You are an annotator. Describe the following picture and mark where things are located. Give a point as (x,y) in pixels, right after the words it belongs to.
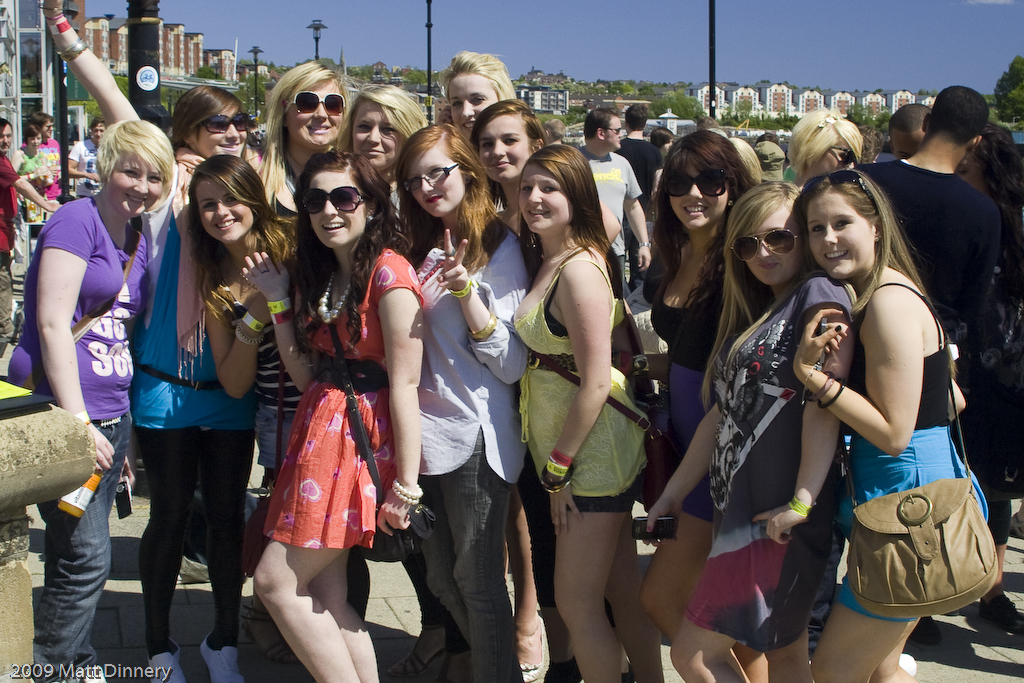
there are many people (815,439) standing. behind them there are many poles (150,54). behind the poles (713,37) there are many trees (664,99) and buildings (764,96).
